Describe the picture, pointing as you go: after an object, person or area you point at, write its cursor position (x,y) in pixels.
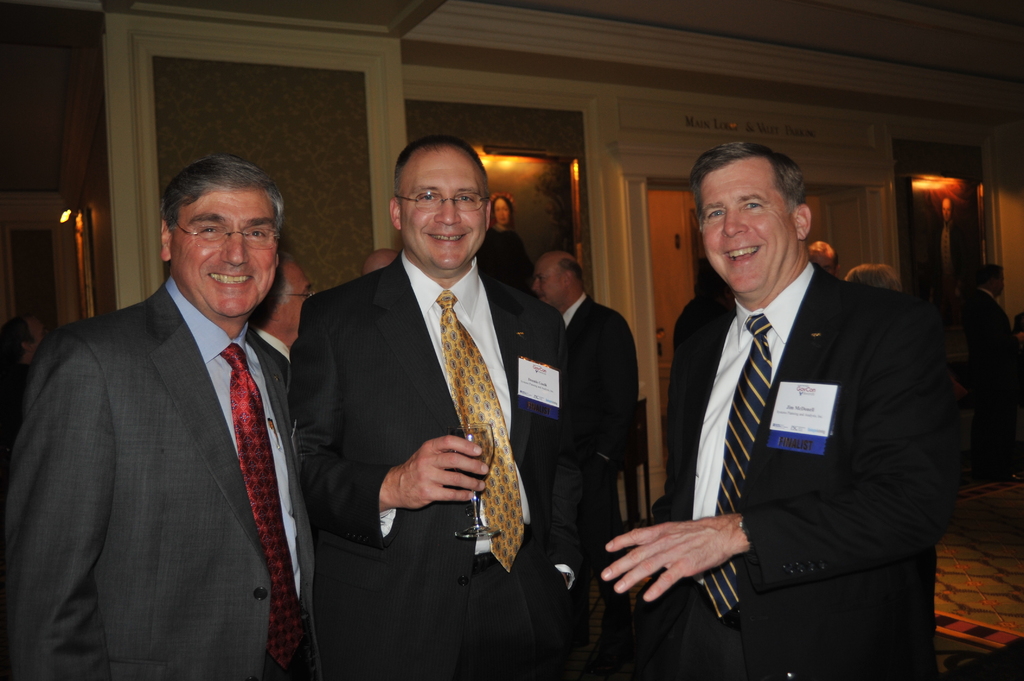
There are three men (251,279) standing and smiling. They wore the suits (190,497), ties (750,388), shirts (722,371) and trousers (747,672). These are the photo frames (519,194), which are attached to the wall (495,90). In the background (575,282), I can see few people (1008,320) standing. I think this picture was taken inside the building (741,86). These look like the badges (817,395).
